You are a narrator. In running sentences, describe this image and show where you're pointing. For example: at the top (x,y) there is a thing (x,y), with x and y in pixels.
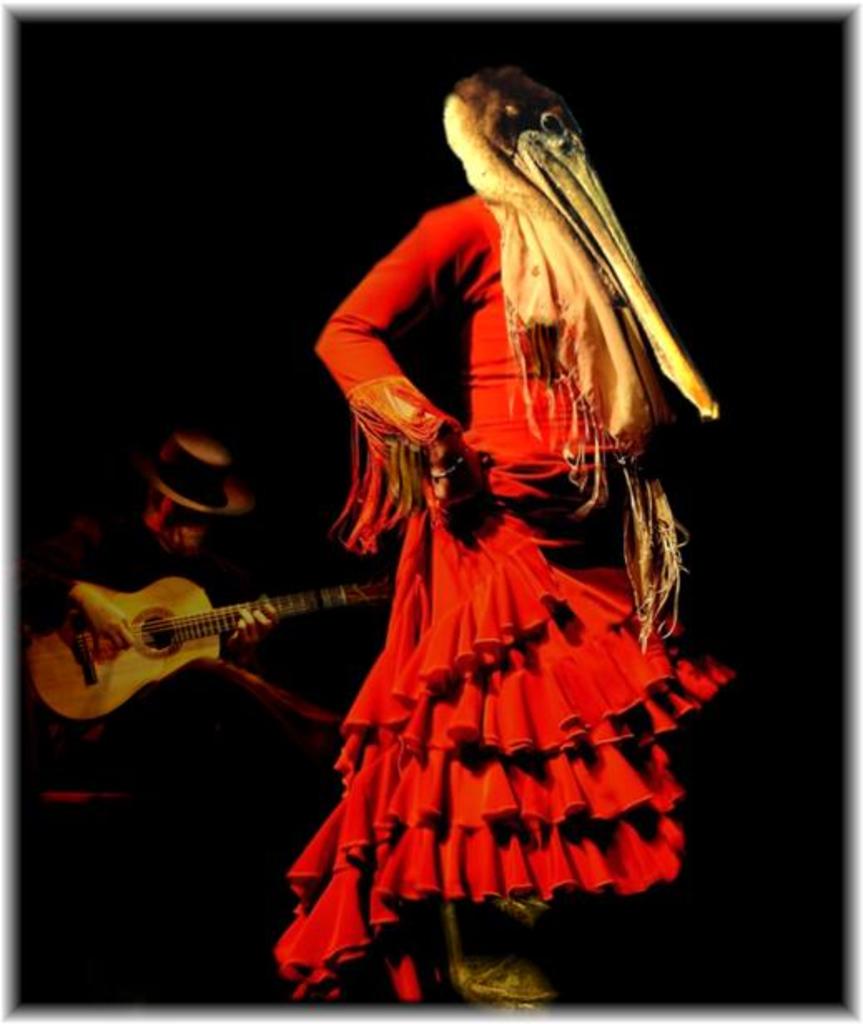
This person (518,515) wore red dress (518,446) and mask (490,94) on his face (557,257). Backside of this person (456,519), another person (257,678) is sitting on a chair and playing guitar (198,638).
